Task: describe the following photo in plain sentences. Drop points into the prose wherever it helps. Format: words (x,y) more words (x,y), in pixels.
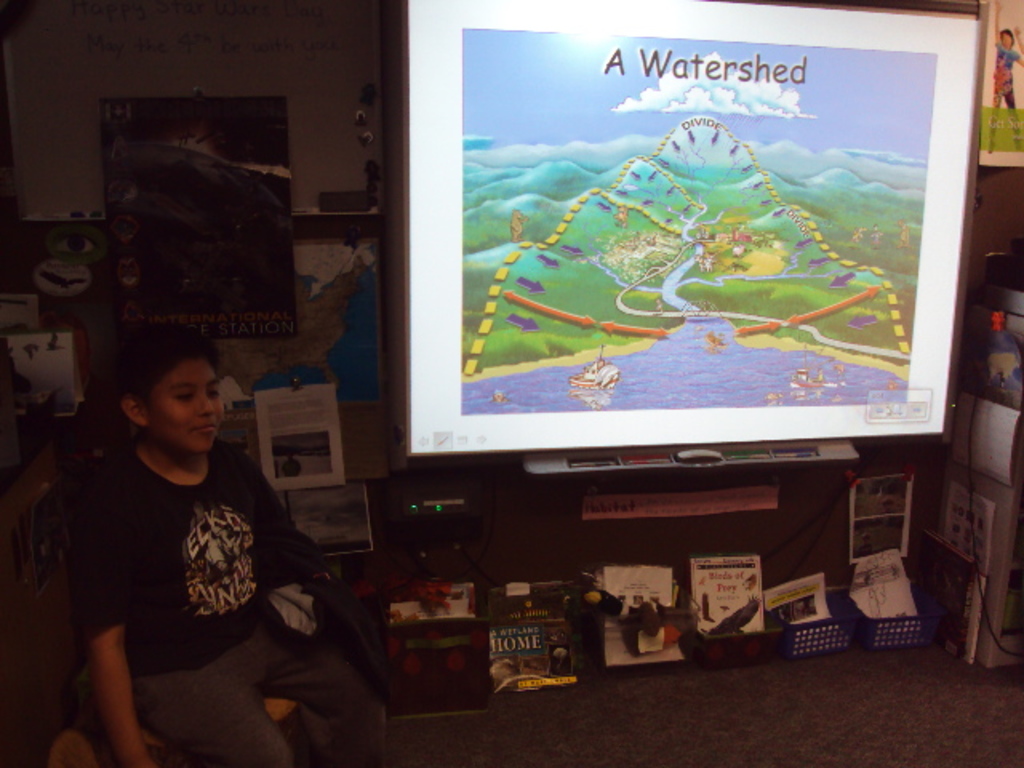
In this image there is a boy (125,621) sitting on the chair (291,704), there are papers (663,580), toys (666,631) and some objects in the trays (775,637), carpet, screen (638,440), pens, frames (285,280) attached to the wall (991,182), map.
